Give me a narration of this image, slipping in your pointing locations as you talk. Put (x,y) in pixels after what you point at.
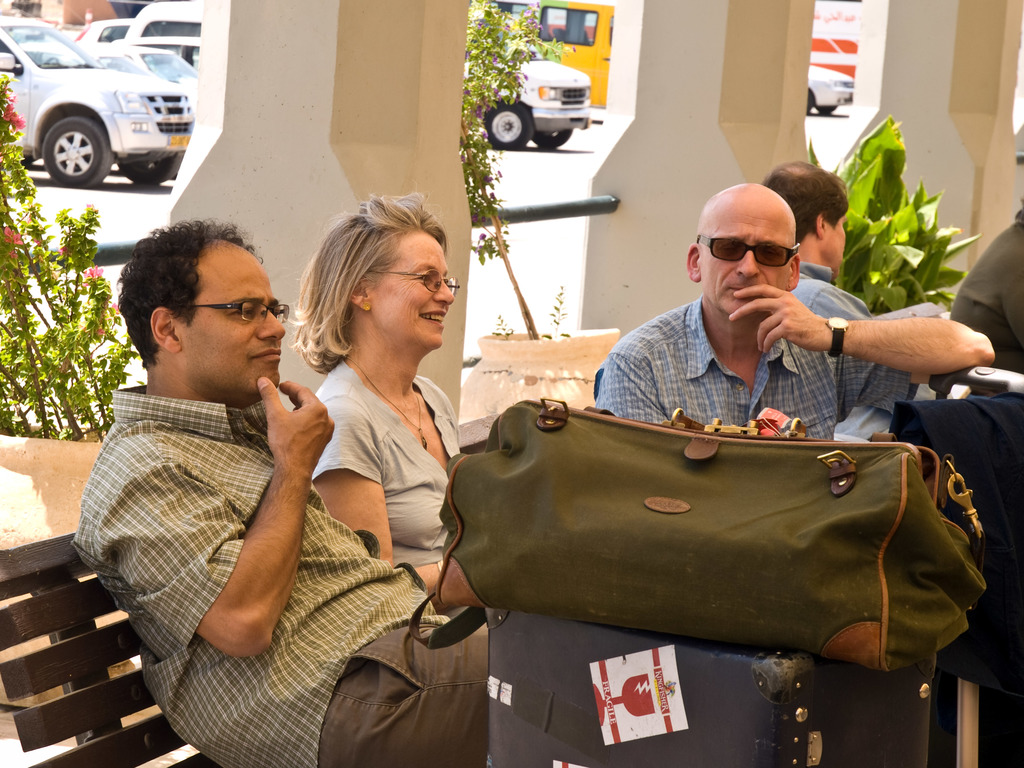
In this image in the front (701,418) there are persons (993,265) sitting and there is a woman (362,456) sitting and smiling and there are luggage bags (777,609). In the center (633,266) there are pillars (458,159), there is railing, there are plants (70,238). In the background (156,103) there are vehicles (577,56) on the road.
